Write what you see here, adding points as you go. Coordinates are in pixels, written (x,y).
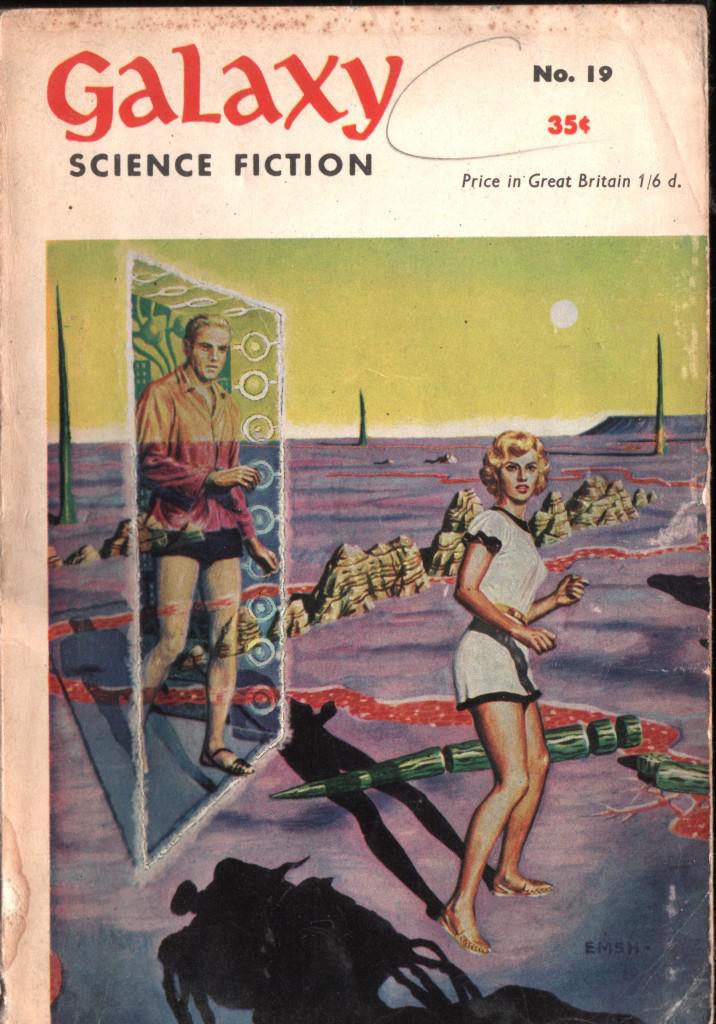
In this picture I can see a cartoon image of a man (218,354), woman (485,599), sun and the sky (491,382). Here I can see something written on the image.
